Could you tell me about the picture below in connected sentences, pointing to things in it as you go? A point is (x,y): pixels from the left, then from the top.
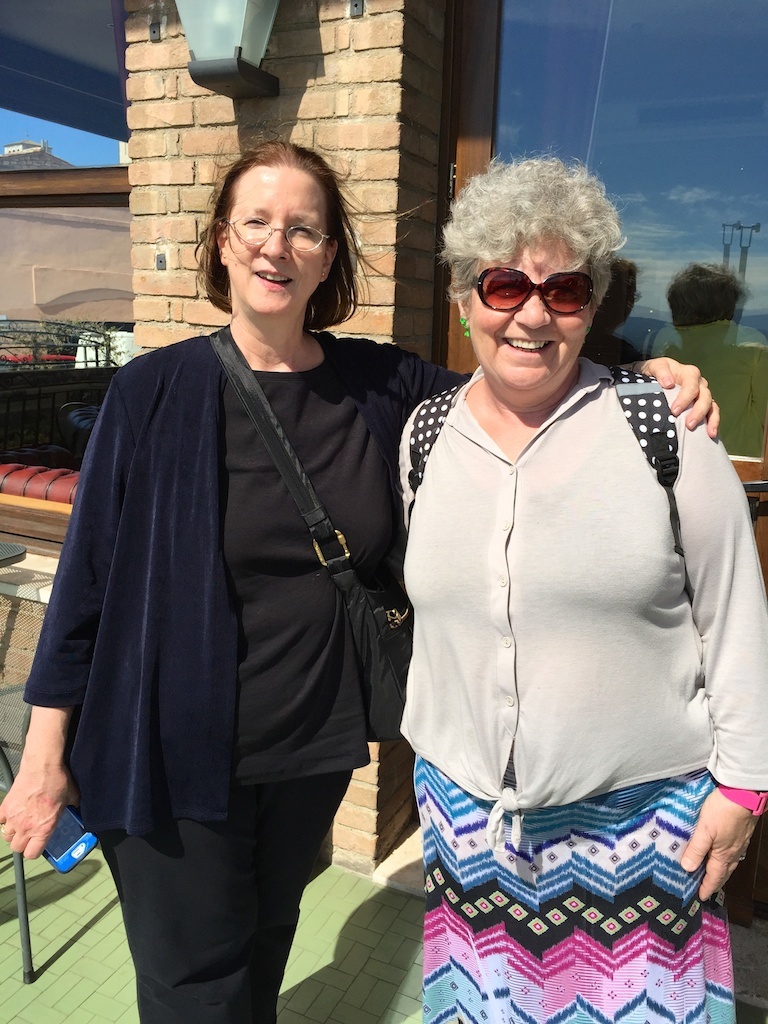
In the image on the left side (193,755) there is a lady (375,372) with spectacles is standing and she is smiling. And she wore a bag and she is holding an object (68,848) in the hand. Beside her on the right side (615,611) there is a lady (597,567) with goggles (524,300) is smiling and she is standing. Behind them there is a brick pillar (358,148) and also there is a glass door (710,272). On the left corner of the image (81,350) there are few things (76,103).
